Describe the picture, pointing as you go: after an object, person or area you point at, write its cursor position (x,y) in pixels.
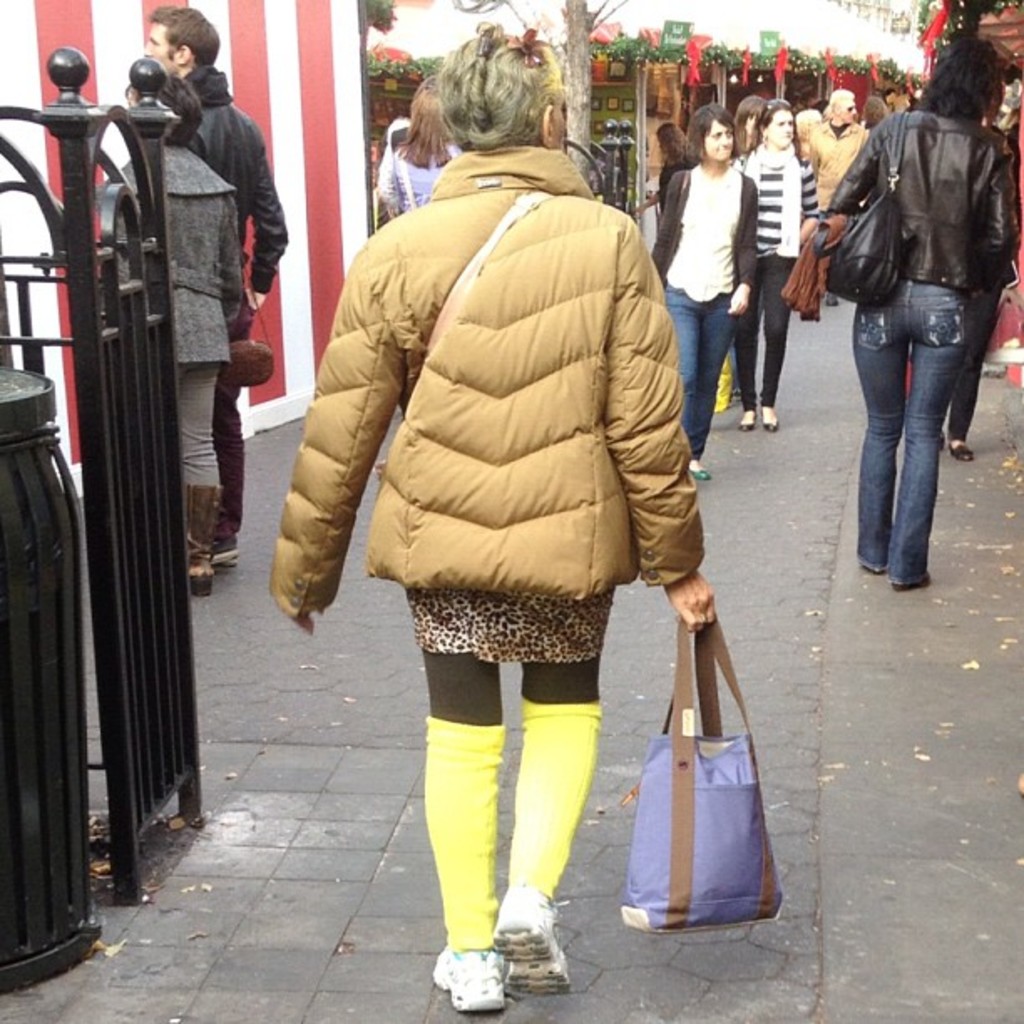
This image is taken in outdoors. There are many people (216,110) in this image walking and standing on the road (276,452). In the middle of the image (432,465) a woman (429,593) is walking on the road (623,789) holding a handbag (683,878) in her hand (678,590). In the left side of the image (129,331) there is a dustbin (65,663) and grills (109,347). In the right side of the image (963,250) few people (1006,155) are walking. In the background (367,110) there is a wall (353,108).
